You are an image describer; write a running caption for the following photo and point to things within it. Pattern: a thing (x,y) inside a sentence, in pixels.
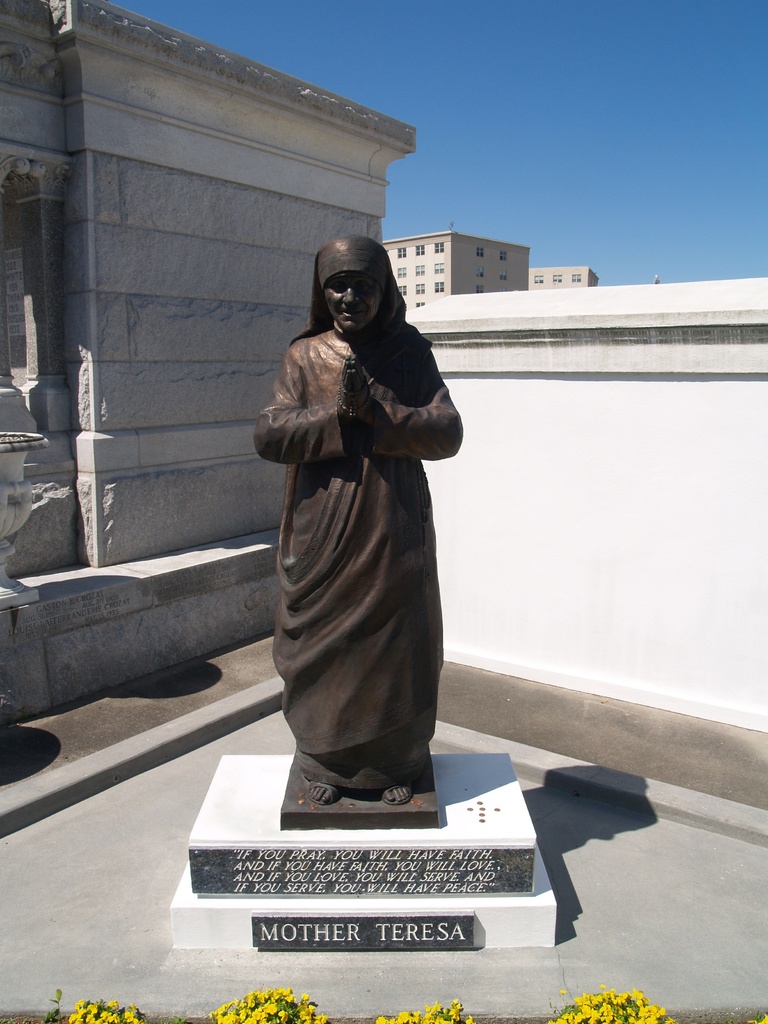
At the bottom of the image (261,1018) we can see a few flowers (216,1023), which are in yellow color. In the center of the image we can see one stone (337,833). On the stone (371,836), we can see some text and one statue (340,653), which is in black color. And we can see on the stone (369,847), it is written as "Mother Teresa". In the background (97,213) we can see the sky (449,118), buildings (154,157), windows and a few other objects (490,505).
